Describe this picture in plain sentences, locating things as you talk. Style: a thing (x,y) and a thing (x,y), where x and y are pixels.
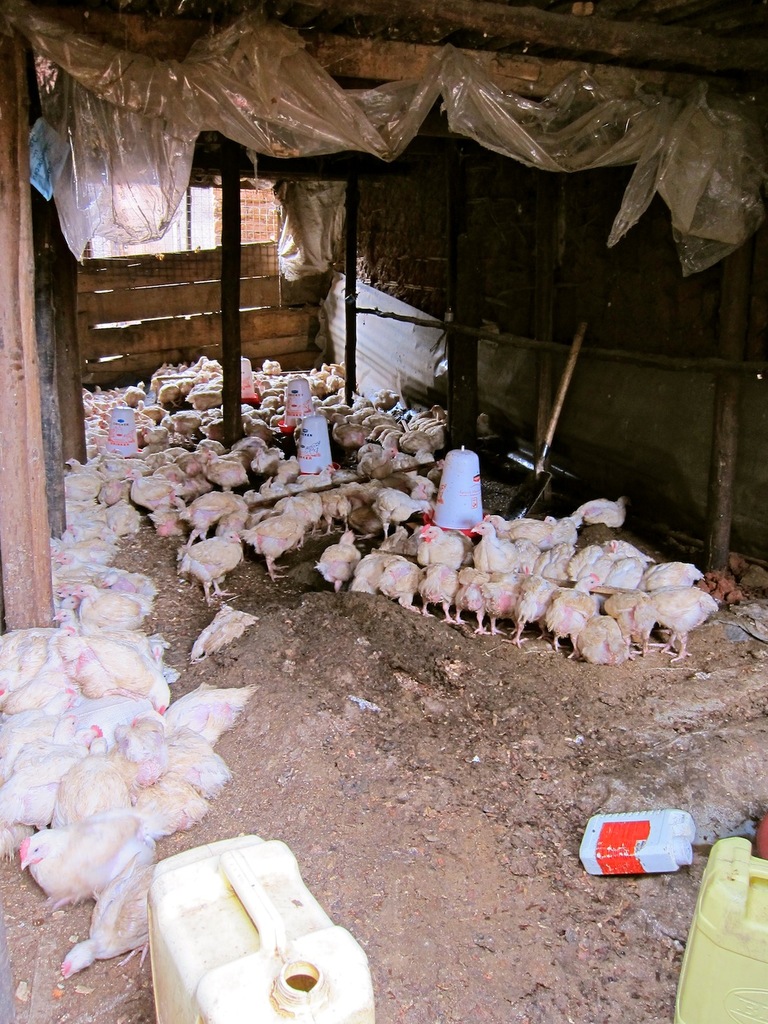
In this picture we can see hens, water cans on the ground (447,698) and in the background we can see a wall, poles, wooden planks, sheet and some objects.
